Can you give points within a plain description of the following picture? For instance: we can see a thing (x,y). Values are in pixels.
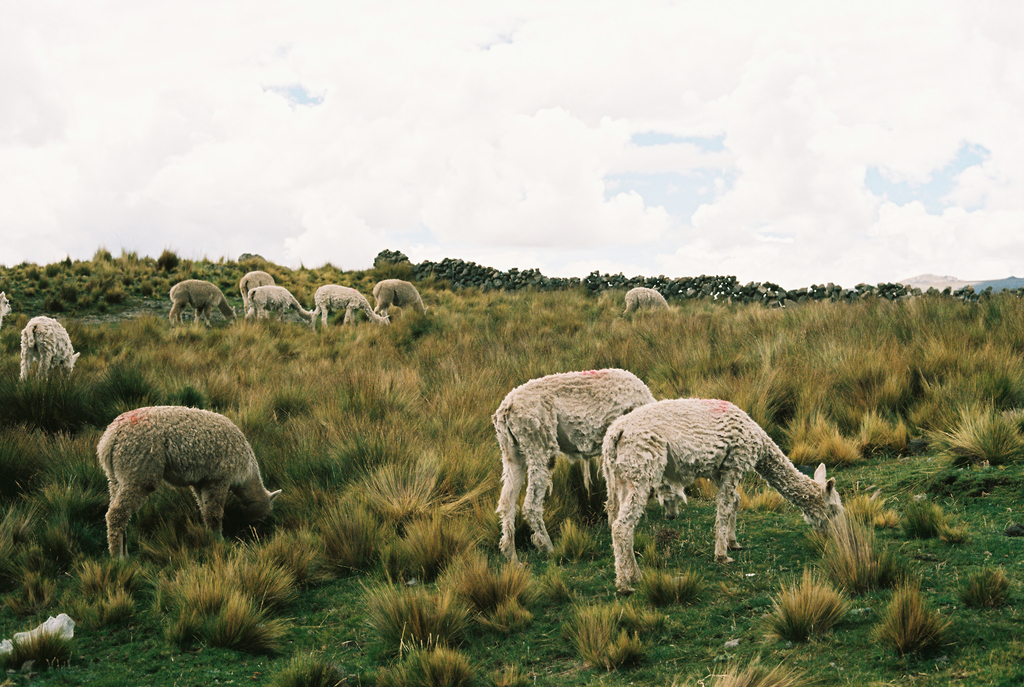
In this picture I can see few alpacas (246,468). I can see plants (836,326) and grass (581,483) on the ground (464,469) and a cloudy sky (426,135).
